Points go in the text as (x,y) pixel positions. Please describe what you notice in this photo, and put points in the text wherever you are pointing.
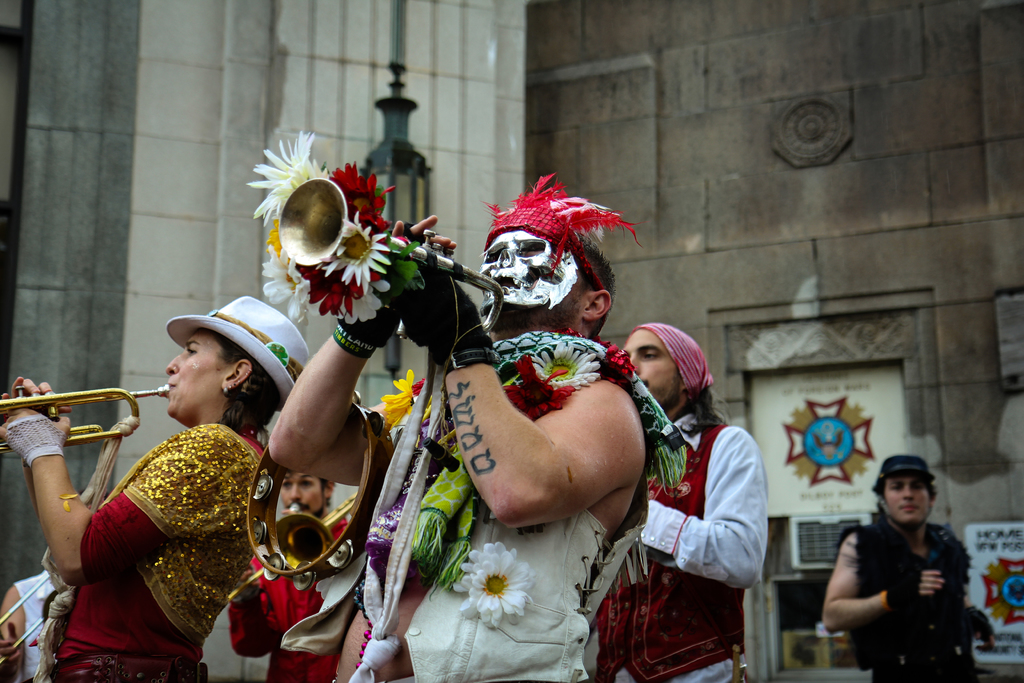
In this image we can see a few people (400,500), some of them are playing musical instruments (268,458), there are flowers (504,582), a light pole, also we can see the wall (660,253).
